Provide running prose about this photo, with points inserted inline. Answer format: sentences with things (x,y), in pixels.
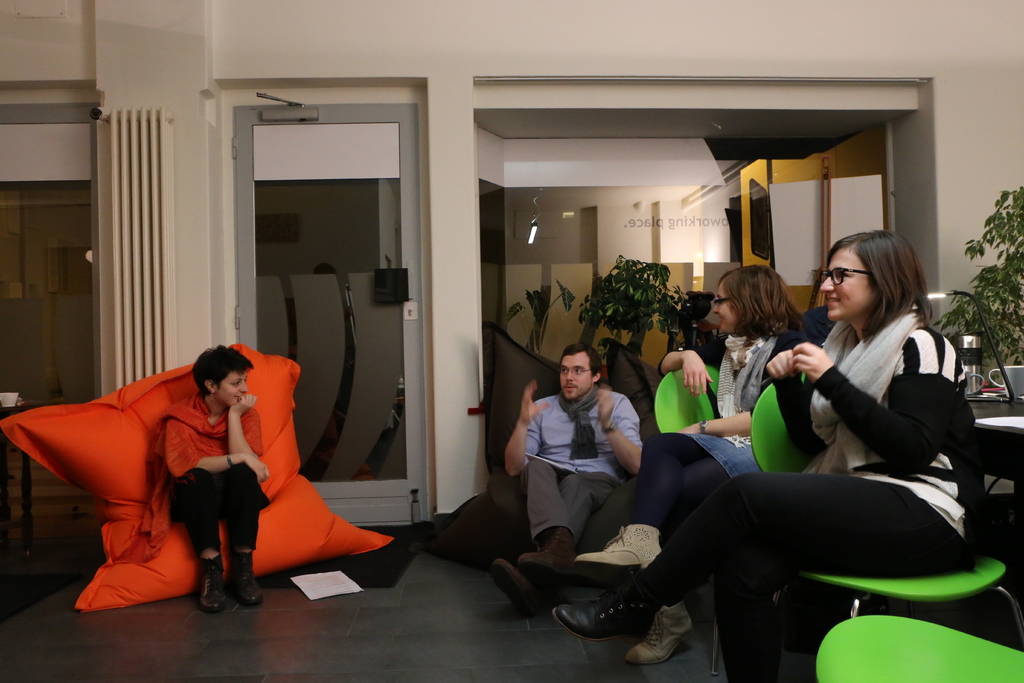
In this picture there are people (702,376) sitting on sofas (645,426) and chairs (694,411), in the background (321,220) we observe glass door (358,230) and a radiator (158,237).
